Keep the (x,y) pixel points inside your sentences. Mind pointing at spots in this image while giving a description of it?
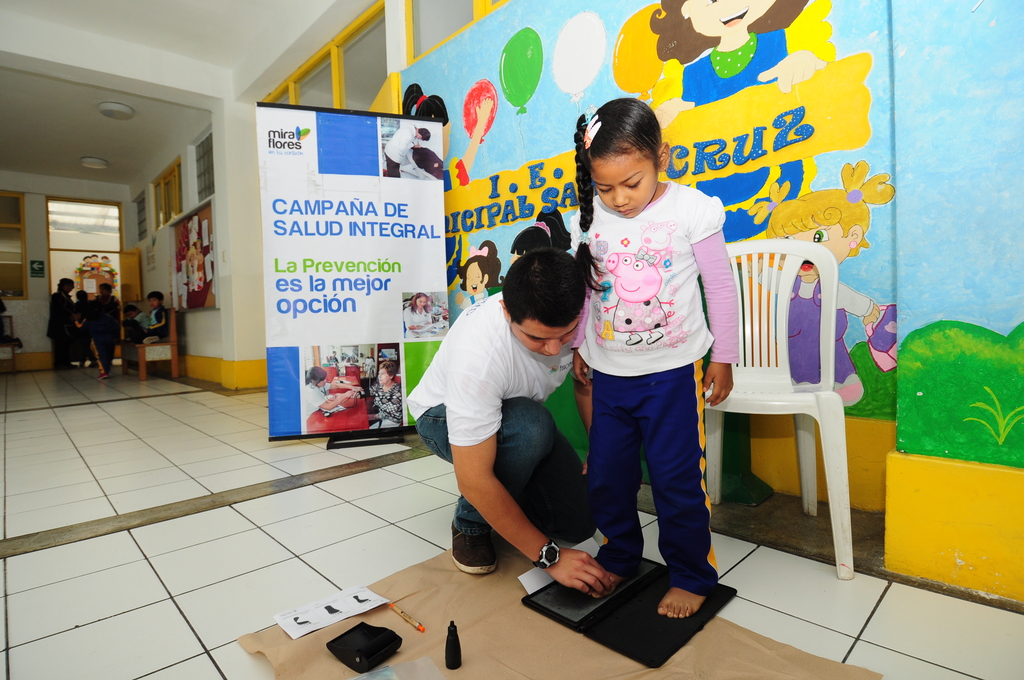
In this image we can see a man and a girl (629,378). Here we can see floor (292,573), cloth (498,608), papers (309,618), chair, banner (415,373), and few objects (398,642). In the background (203,205) we can see boards (180,245), people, lights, ceiling (157,146), and painting (945,34) on the wall (851,379).
